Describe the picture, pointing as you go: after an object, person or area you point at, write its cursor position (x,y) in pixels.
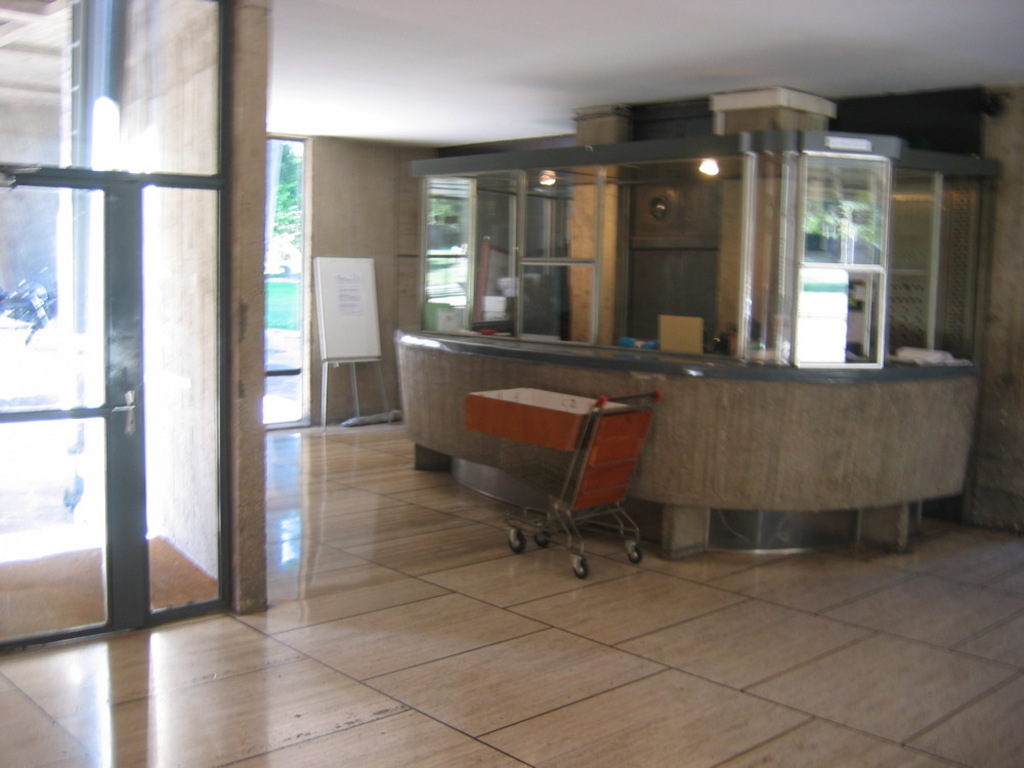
In a room (579,462) there is a trolley (584,457), reception desk (900,470), doors (5,647) and a board (365,293).
